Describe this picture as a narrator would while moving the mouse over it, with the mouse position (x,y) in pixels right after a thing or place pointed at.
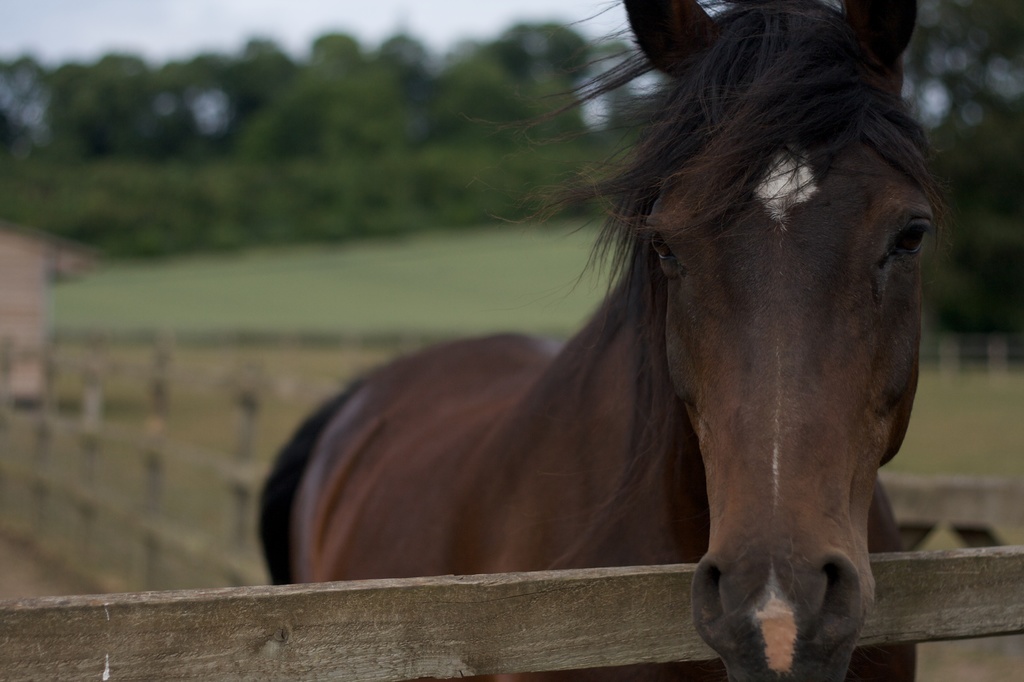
In this image there is the sky (253,30) towards the top of the image (108,19), there are trees (385,117), there is grass (408,278), there is an object (53,276) towards the left of the image (17,290), there is a wooden fence (567,626), there is a horse (279,467).
